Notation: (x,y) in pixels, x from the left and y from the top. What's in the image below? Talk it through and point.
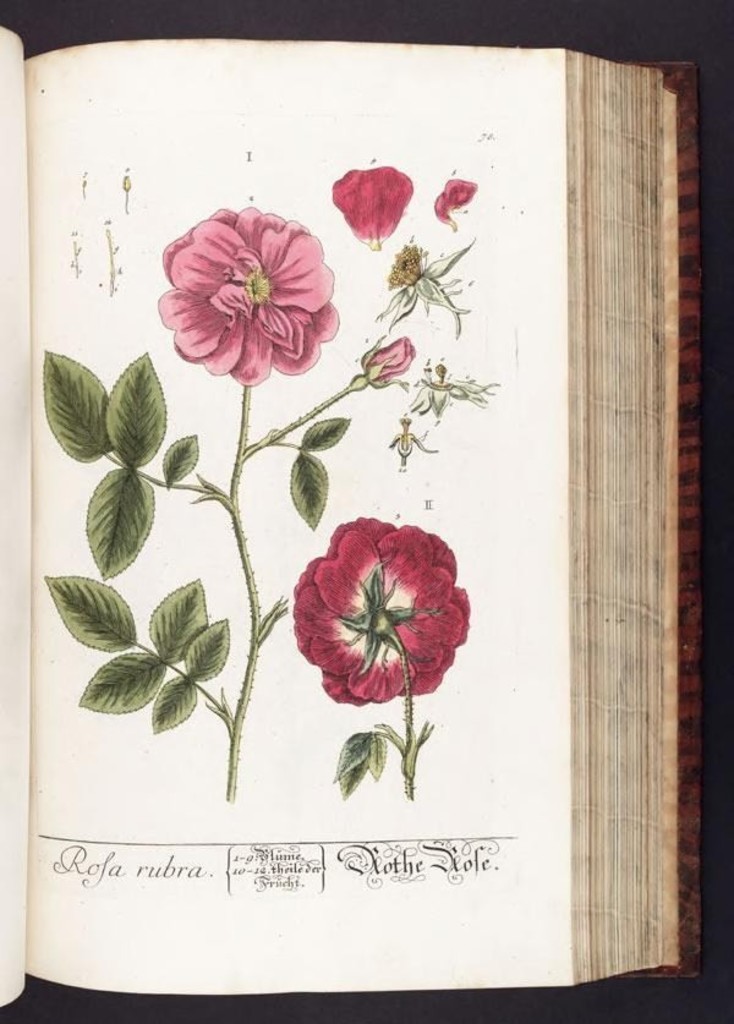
This is a book (440,619). On this paper (509,725) we can see flowers (342,655), leaves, and stem (250,615).
